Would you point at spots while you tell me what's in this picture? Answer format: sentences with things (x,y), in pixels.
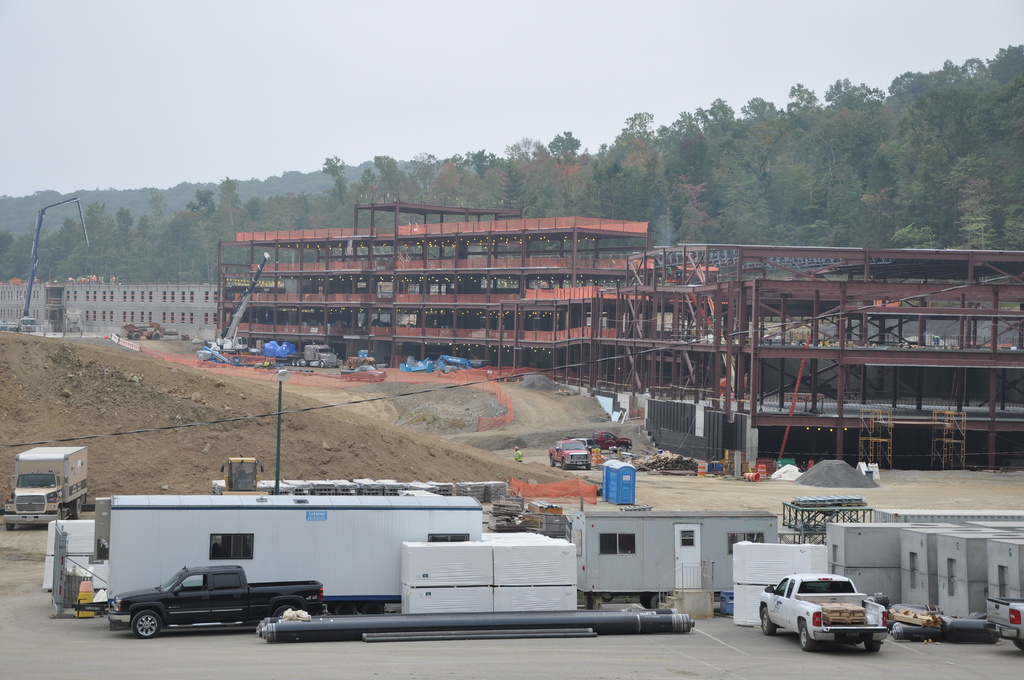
In this picture, we can see a construction of buildings (666,312), we can see metallic objects (754,353), ground (454,411) and some objects (462,616) on the ground (13,637) like poles (452,616), bags (565,602), and we can see containers (638,573), a few vehicles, trees (83,242) and the sky (615,115).
